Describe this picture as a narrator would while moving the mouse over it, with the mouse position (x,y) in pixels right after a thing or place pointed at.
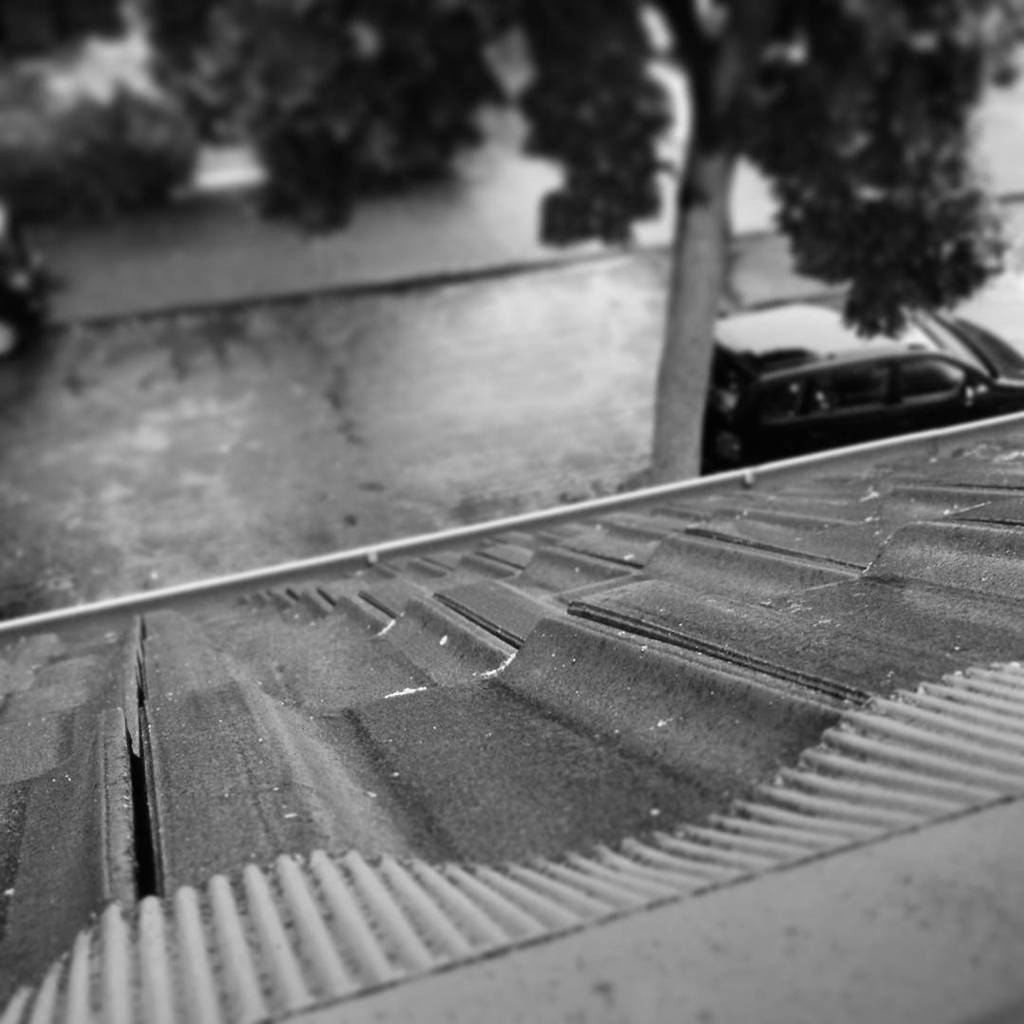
This image consists of a roof (363,878). In the front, there is a road (227,285). To the right (780,353), there is a car (749,438) along with the tree (693,174). The image looks like a black and white picture.
